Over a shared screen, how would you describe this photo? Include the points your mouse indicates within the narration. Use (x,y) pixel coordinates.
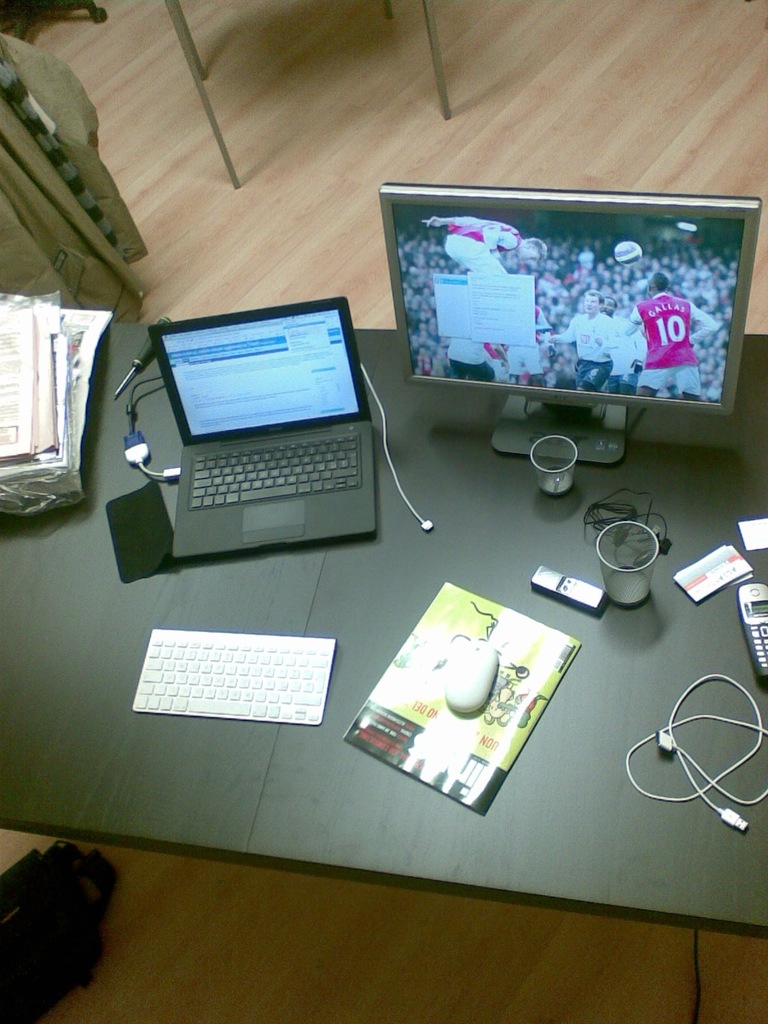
In this image we can see a table (403,801). There are many objects (183,673) placed on the table (387,571). There are two chairs (67,1) in the image. There are few objects (91,192) at the left side of the image (27,158).
